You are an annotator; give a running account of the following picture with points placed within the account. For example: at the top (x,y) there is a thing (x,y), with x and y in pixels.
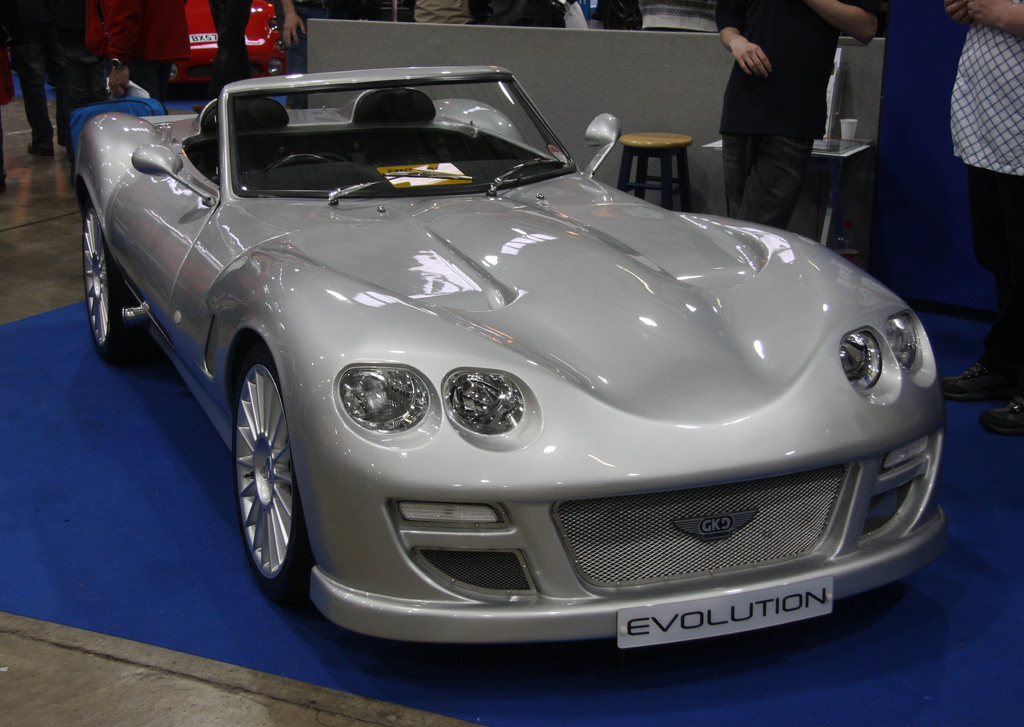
In this image there is a car (548,519) on the blue color carpet (996,689) which is on the floor (12,166). Behind it there are few persons (38,138) standing on the floor (54,177). Beside the car (667,217) there is a table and stool (661,140). Beside there are two persons (1019,105) standing. Top of image (204,75) there is a red colour vehicle (201,52).
